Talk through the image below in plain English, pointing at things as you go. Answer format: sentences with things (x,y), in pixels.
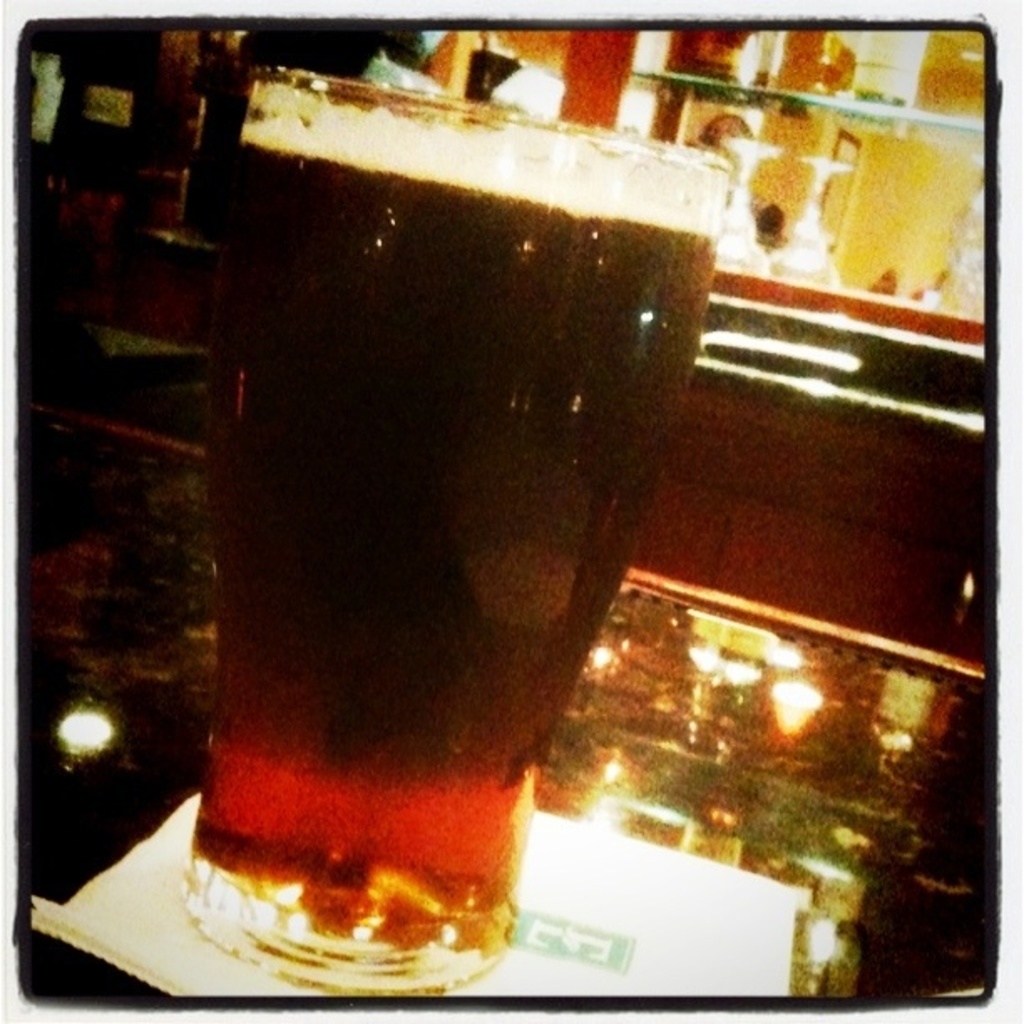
In this picture I can see a glass (500,479) and a paper napkin (208,974) on the glass table (57,561) and I can see few glasses (826,200) in the shelves (864,110).
